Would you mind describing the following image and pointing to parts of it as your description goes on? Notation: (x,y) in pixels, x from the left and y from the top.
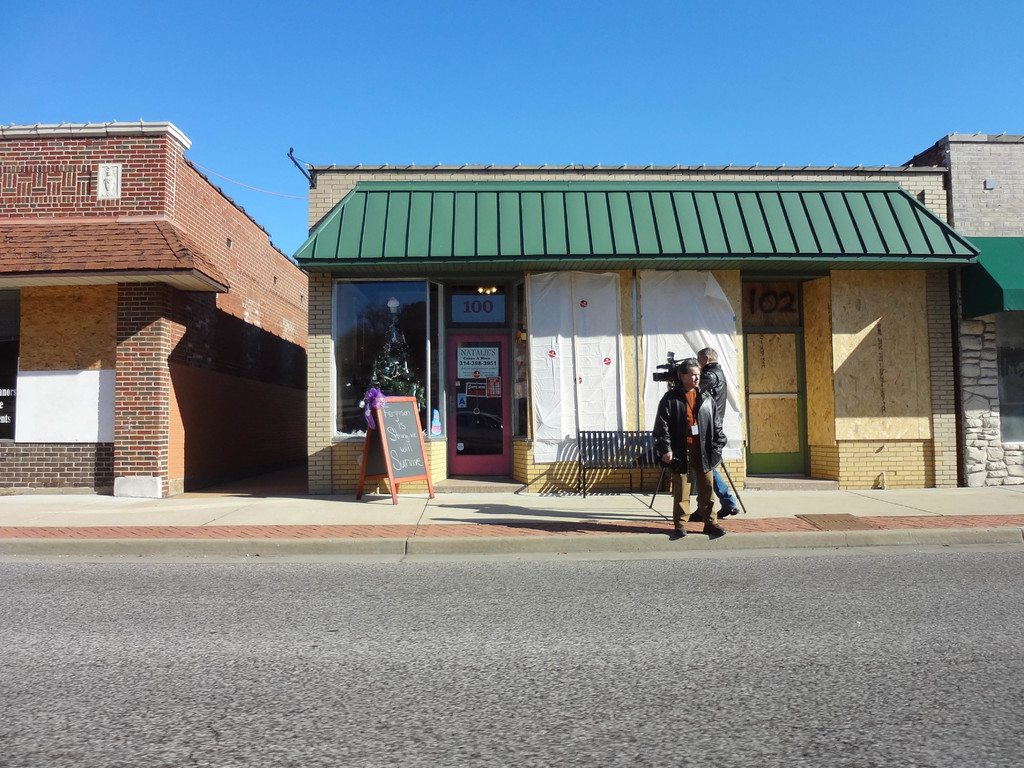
There is a road (555,601). 2 people (701,455) are standing wearing jackets (678,459). There is a bench (619,452), a board (405,403) and buildings (522,246) at the back (64,266).
